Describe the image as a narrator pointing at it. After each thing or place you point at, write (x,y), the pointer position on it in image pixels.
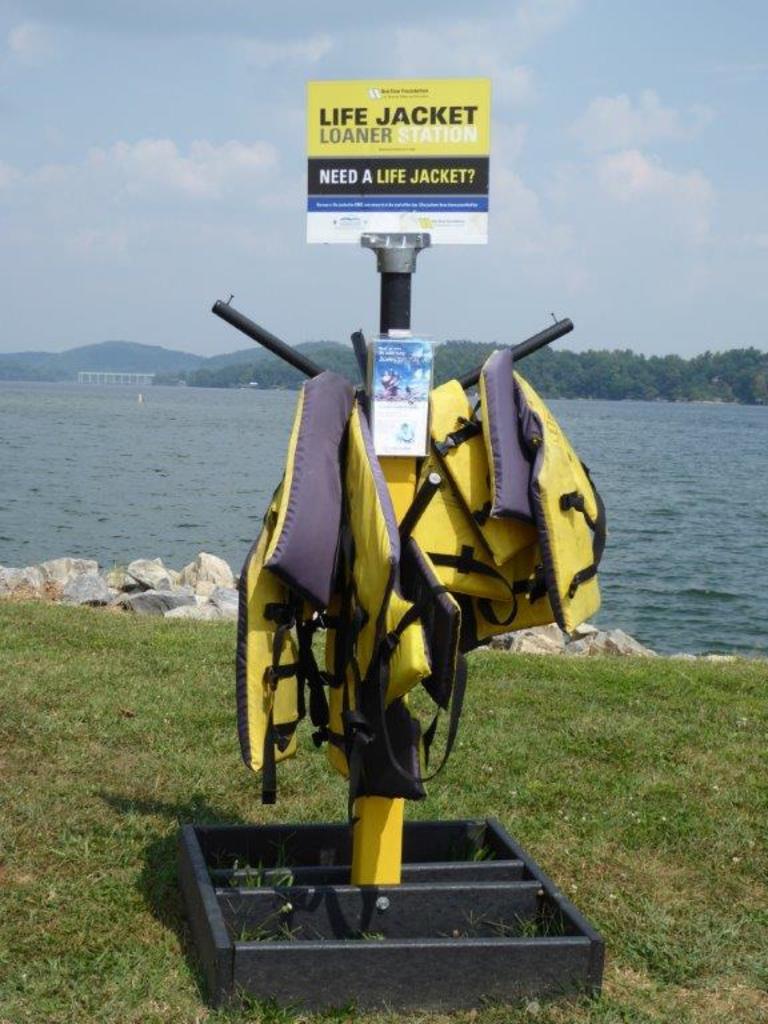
As we can see in the image, in the front (423,456) there is a pole (413,506). On the pole (384,285) there are yellow color jackets (413,590), grass (133,695), water (119,476) and in the background (669,372) there are lot of trees (616,371). On the top (571,146) there is a sky (576,121) and on the pole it was written "LIFE JACKET LOANER".
